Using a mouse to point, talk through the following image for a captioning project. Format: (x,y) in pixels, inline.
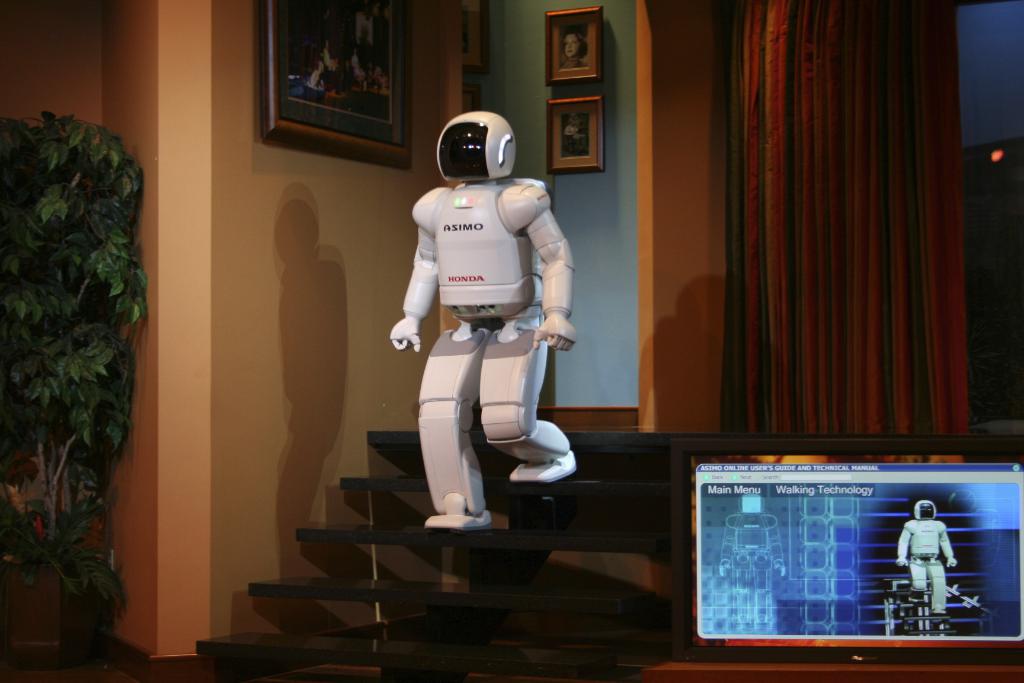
In this image we can see the inner view of a room (519,118) and there is a robot (447,463) on the stairs (396,444) and we can see few photo frames (473,53) attached to the wall (136,120). There is a potted plant (108,130) on the left side of the image (75,601) and we can see a screen (1001,465) with a picture (980,544) and the text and there is a curtain (830,125) in the background (772,52).
